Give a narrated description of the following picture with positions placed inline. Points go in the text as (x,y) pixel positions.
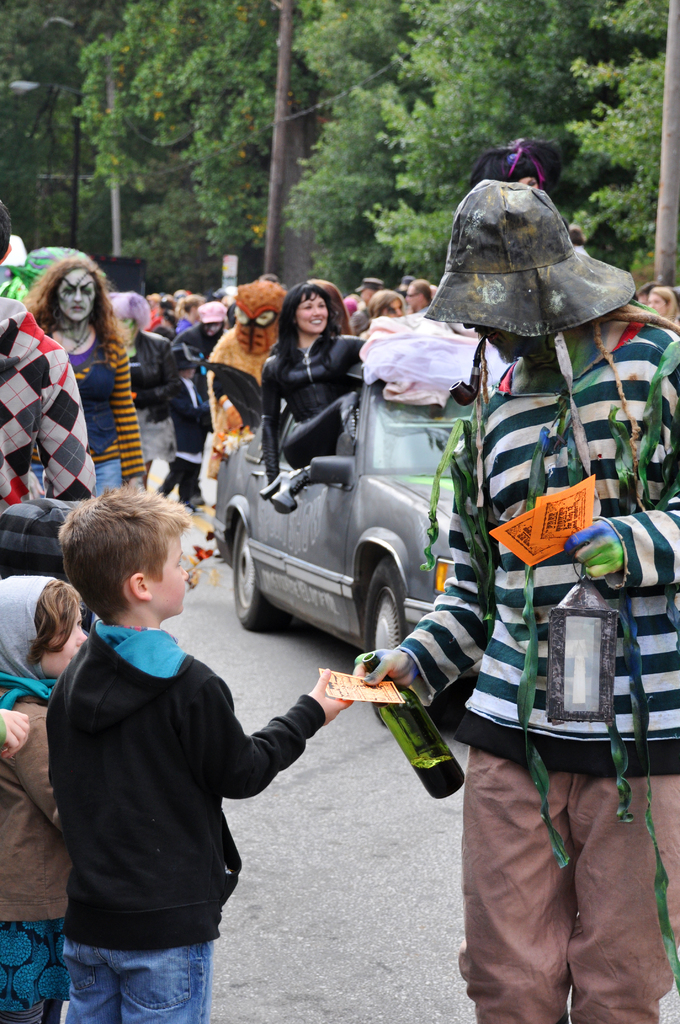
In this image there are group of persons (167,450) walking on the road (351,664) and at the right side of the road (437,815) there is a person (441,677) who is holding a bottle (389,729) in his hand (361,676) giving something to a kid (206,725).
